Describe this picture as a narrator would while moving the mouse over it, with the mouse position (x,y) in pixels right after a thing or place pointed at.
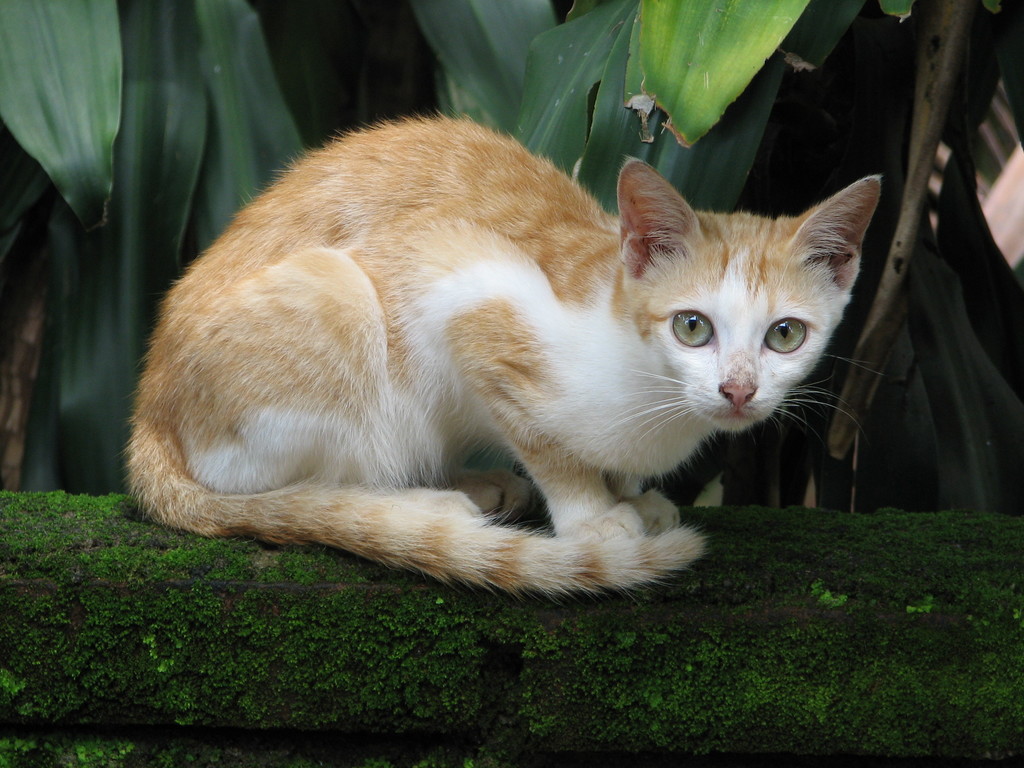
In this picture there is a cat (171,374) sitting and we can see algae (361,561). In the background of the image (692,101) we can see leaves (149,130).
